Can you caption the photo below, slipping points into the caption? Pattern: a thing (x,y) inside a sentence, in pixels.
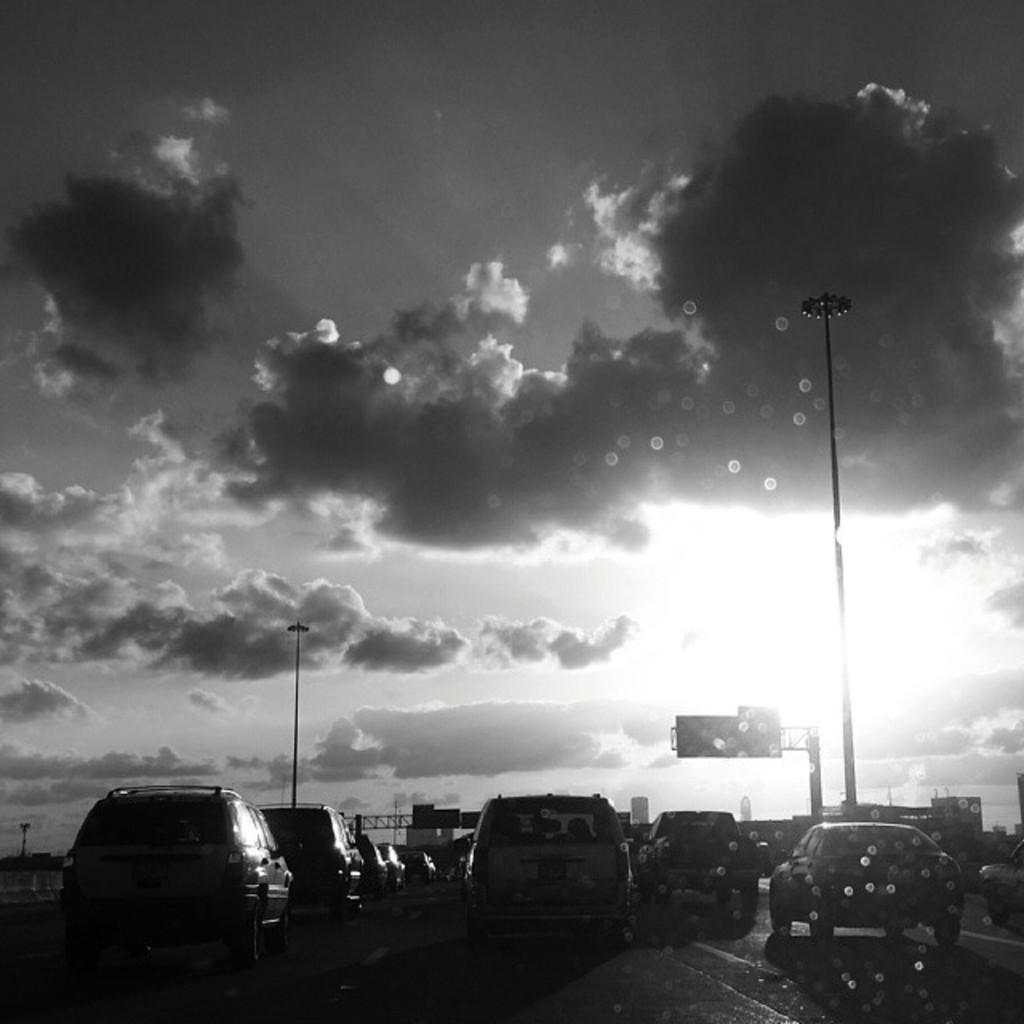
In this image we can see so many cars (418,877) are moving on road (378,974), beside road (355,968) poles (295,735) are there. The sky (472,395) is full of clouds (414,472).
